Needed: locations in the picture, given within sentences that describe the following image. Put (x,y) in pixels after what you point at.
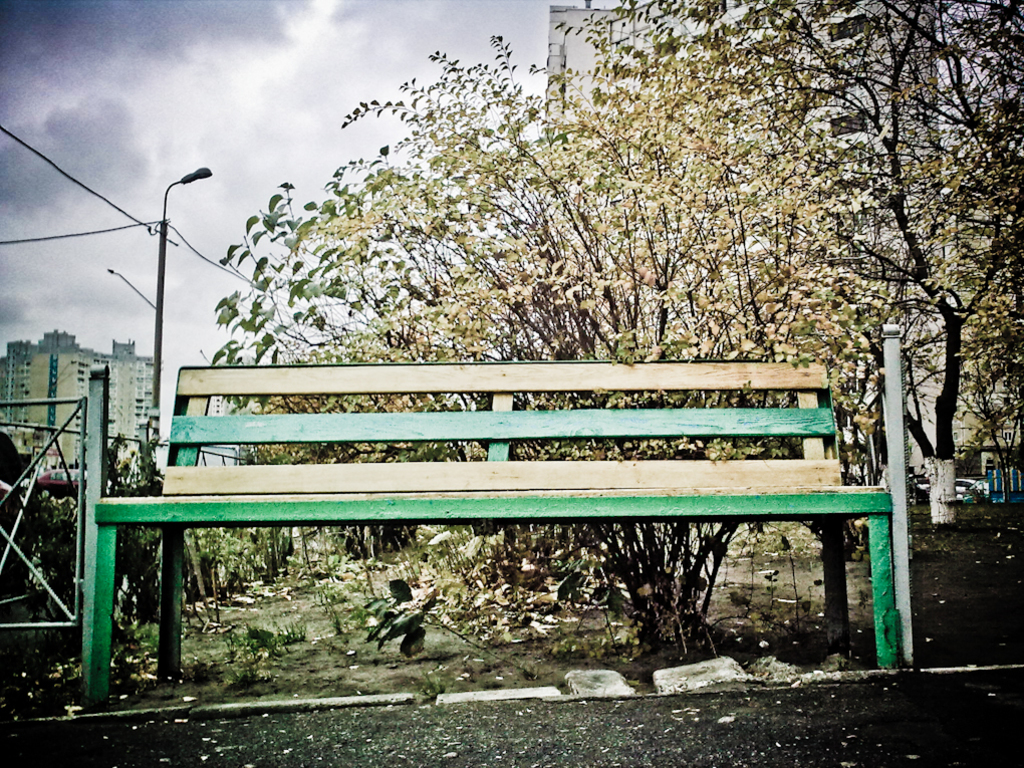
In the image we can see there is a bench (553,508) which is kept on the ground (398,720). Behind there are trees (410,343) and there are buildings (133,365), on the other side there is a street light pole (163,212).
